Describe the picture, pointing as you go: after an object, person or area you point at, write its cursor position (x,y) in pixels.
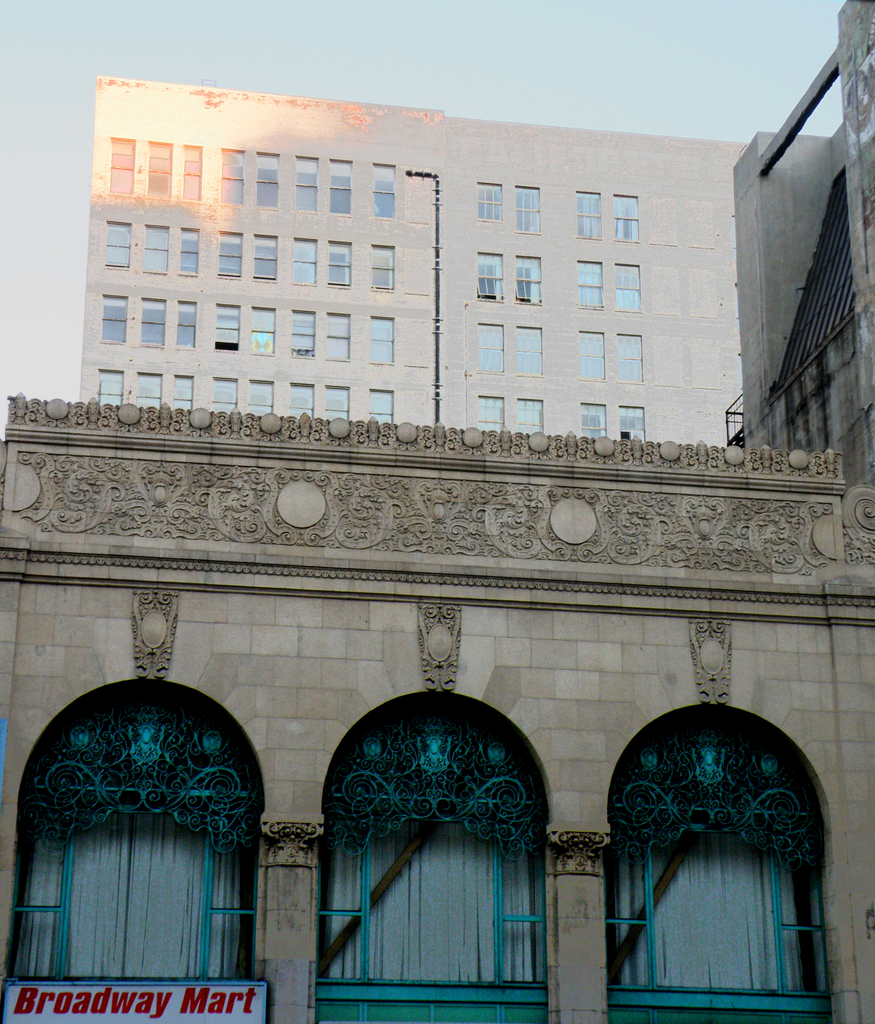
In this image we can see buildings (560,433), there is a building (501,405) with pipe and windows (501,347) and a building (425,836) with windows (425,919) and curtains (414,857) and a board (150,1006) with text (137,995) and sky (150,77) in the background (570,69).
